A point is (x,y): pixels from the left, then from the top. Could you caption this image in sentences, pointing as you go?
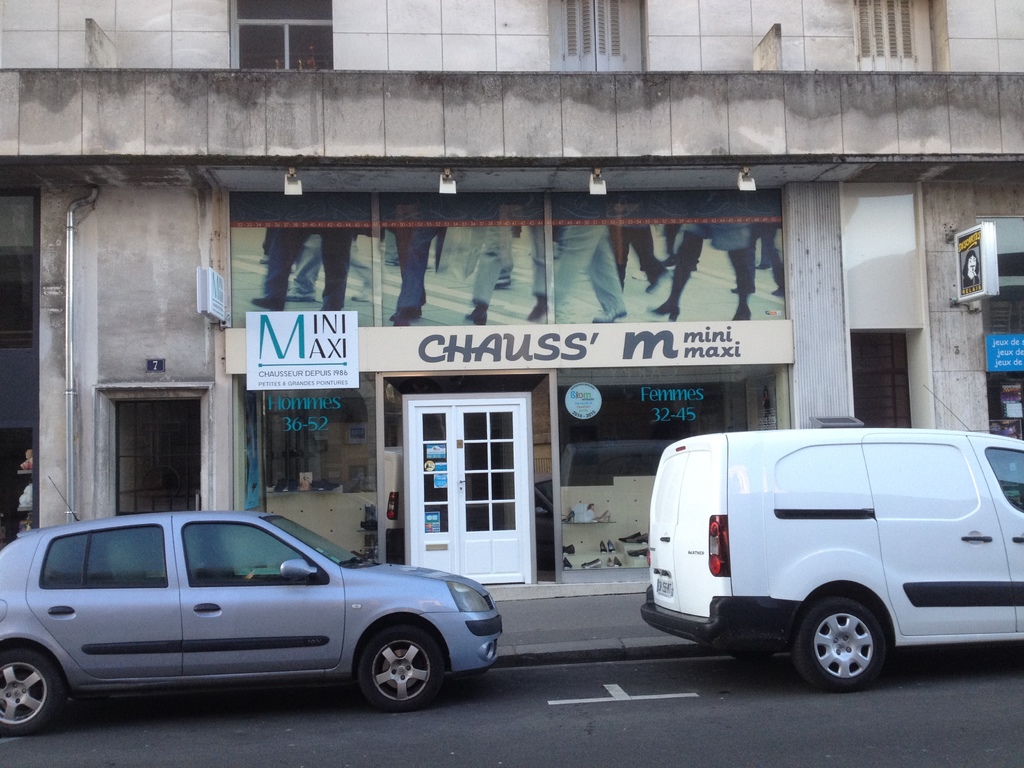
In the foreground of the picture (260,597) there are vehicles (376,625) on the road (651,681). In the center of the picture (485,432) there are buildings (379,298), boards (380,339), lights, pavement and doors (481,477). At the top (911,27) there are windows (640,45).
